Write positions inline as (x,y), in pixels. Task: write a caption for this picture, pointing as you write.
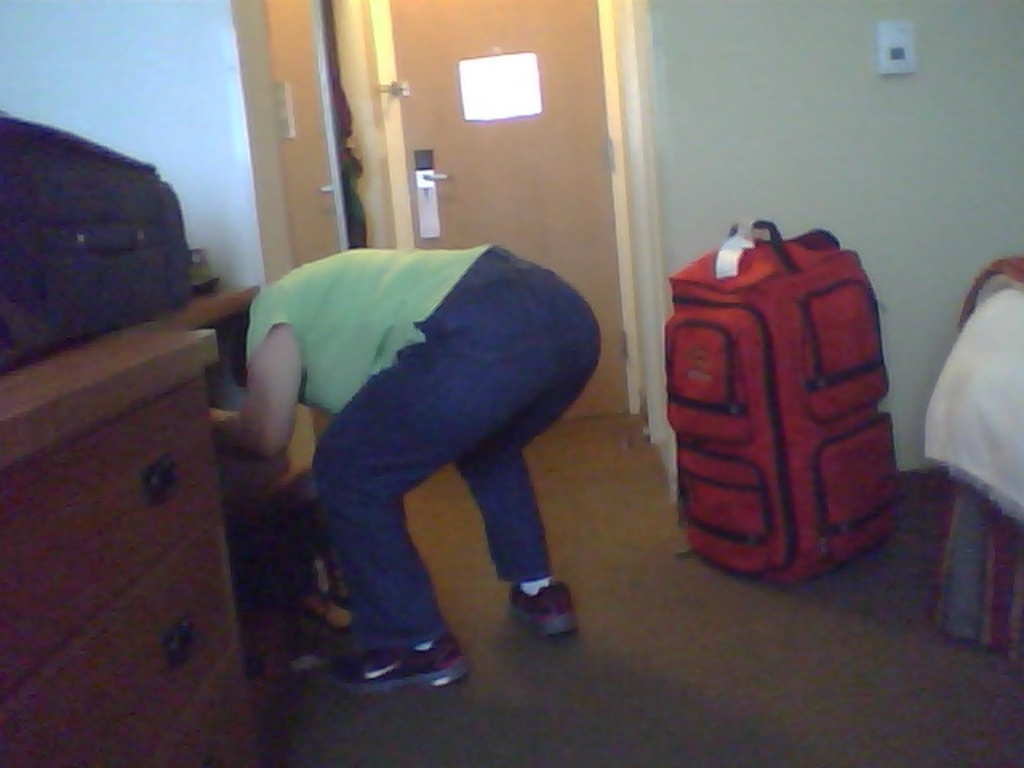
In this picture we can see one person (364,254) bending. At the right side of the picture (860,457) we can see a red bag (769,339). This is a wall (808,161). This is a door (502,166) and at the left side of the picture (171,389) we can see a desk (111,520) and a luggage bag (139,244) on the desk (142,370).
